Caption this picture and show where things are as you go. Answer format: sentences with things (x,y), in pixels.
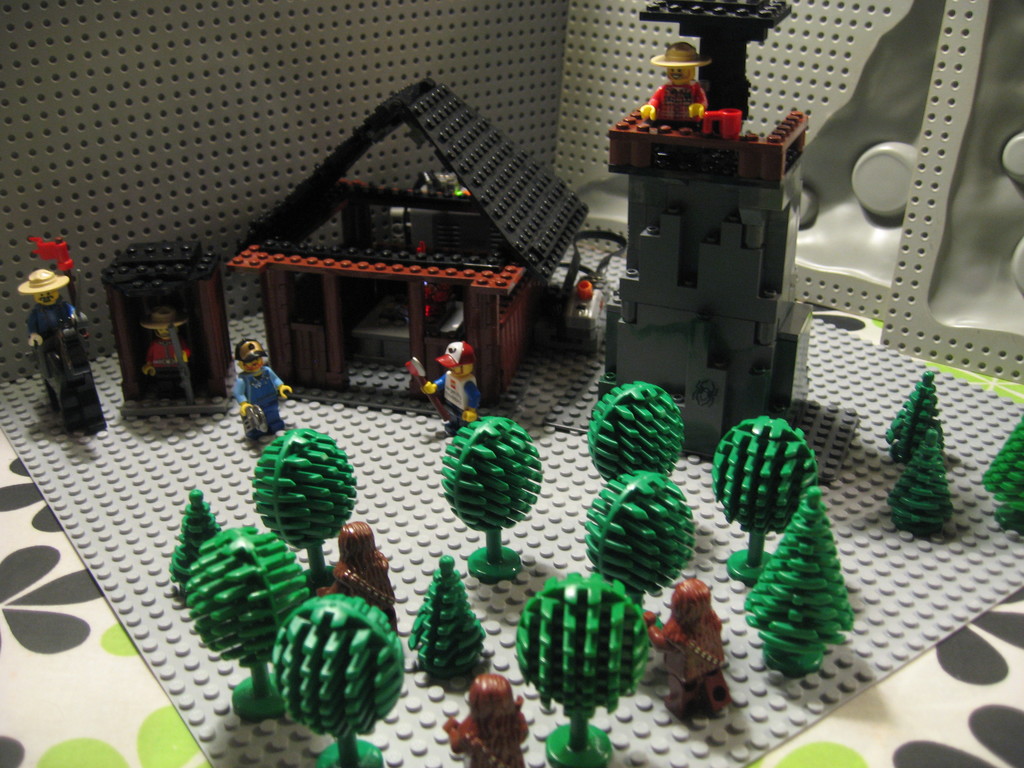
In the image on the surface (65,656) there is a model (500,168). In the model (417,216) there are trees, man (261,376), houses (347,251) with roofs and walls (301,381) and there are machines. And there is a grey color background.
